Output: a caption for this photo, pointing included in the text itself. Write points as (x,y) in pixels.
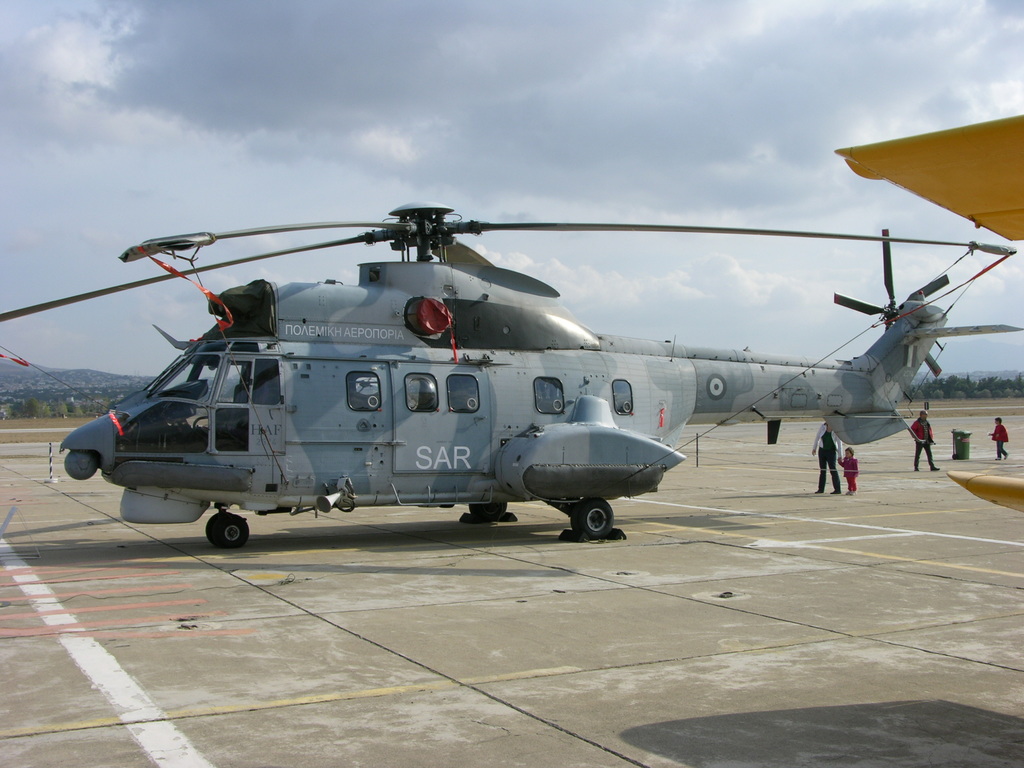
In this image I can see a helicopter (550,371) and on it I can see something is written. On the right side of the image (837,441) I can see two persons (835,467) and two children (991,433) are standing. In the background (20,408) I can see number of trees (997,393), clouds (934,77) and the sky (721,300). I can also see two yellow colour things (954,192) on the right side of the image (940,147).
